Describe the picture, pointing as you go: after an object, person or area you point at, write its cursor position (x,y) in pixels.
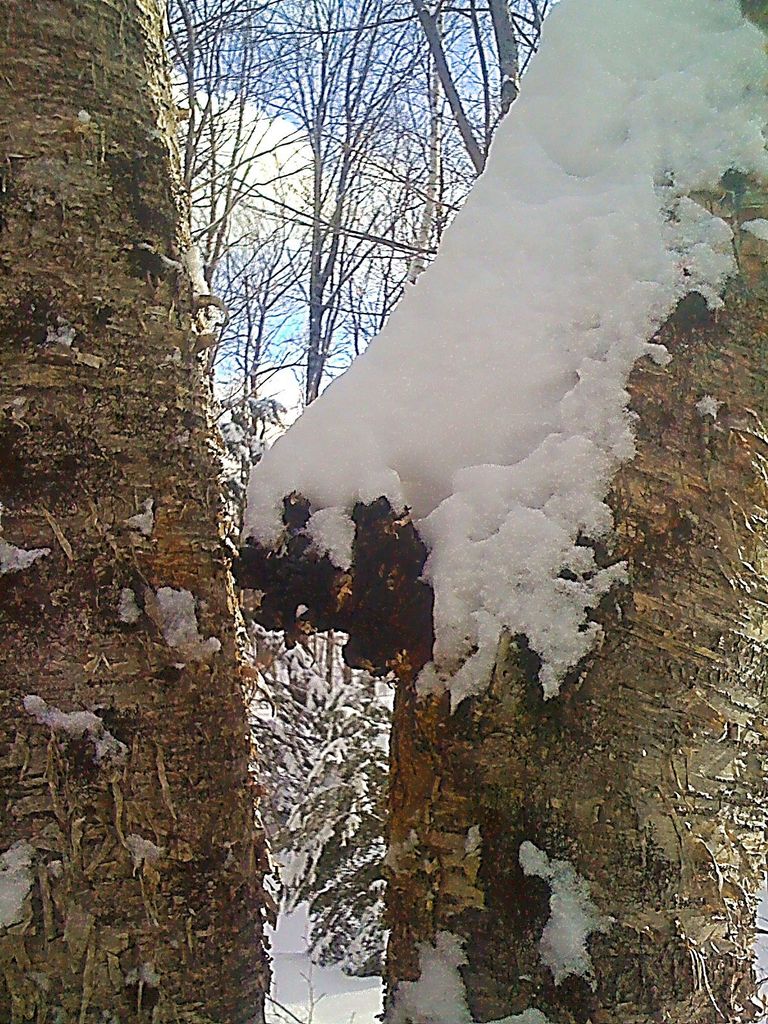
In this image, we can see trees (312,610) and are covered by snow (378,739).
